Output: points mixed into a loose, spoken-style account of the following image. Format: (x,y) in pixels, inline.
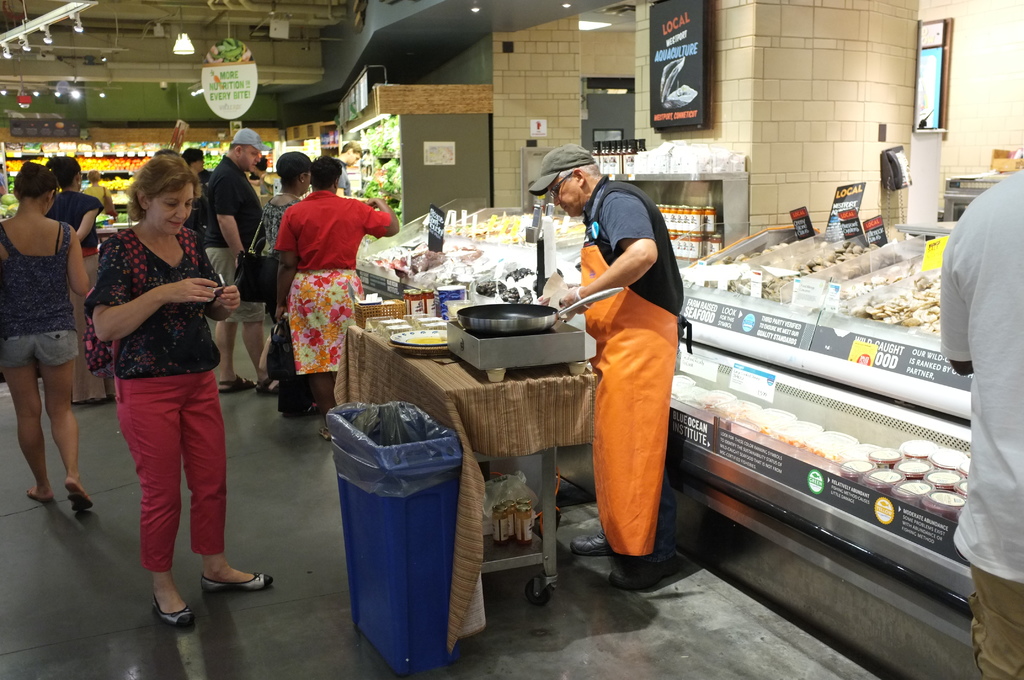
In this image there are people (166,230), lights (79,15), racks (5,155), glass cupboard (762,303), table (533,391), bin (433,549), stove (508,352), plates (414,345), pan (468,307), cards (854,210), jars (664,211), board (217,81), food (393,148) and objects (475,288). Something is written on the boards (668,39) and stickers (735,367). Under the table (524,404) there are bottles (512,512) and things (501,488).
